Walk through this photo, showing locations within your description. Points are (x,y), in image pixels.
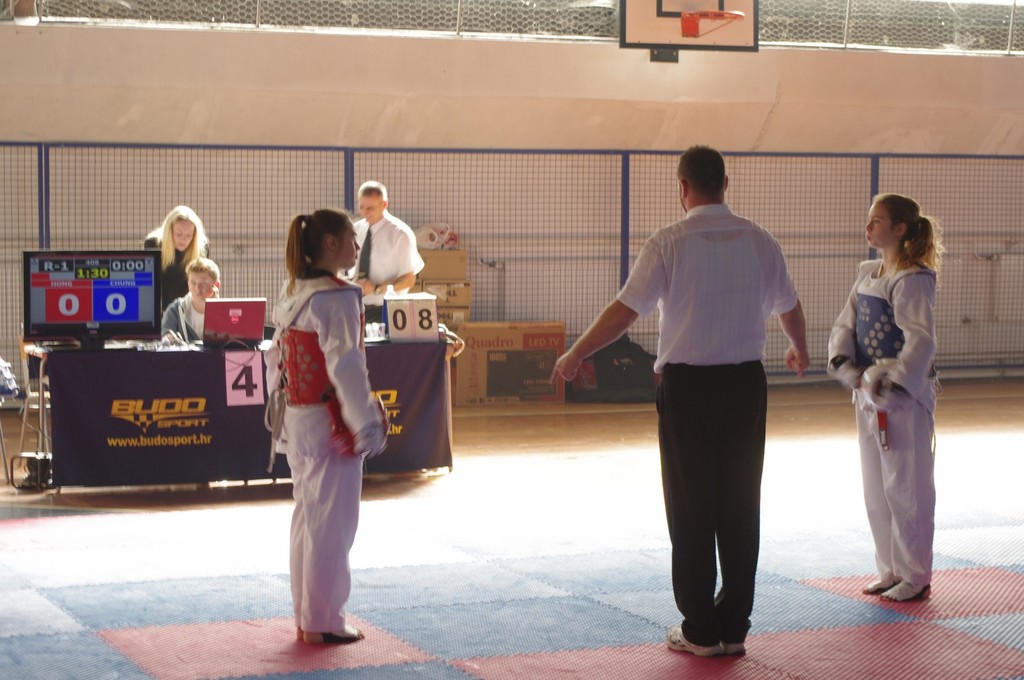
In the image I can see two people (342,335) who are wearing the karate uniform (281,421) and some other people (792,349), among them a person (193,322) is sitting in front of the table (247,347) on which there are some things (216,316) and a screen (65,290) and also I can see a fencing (17,326).
